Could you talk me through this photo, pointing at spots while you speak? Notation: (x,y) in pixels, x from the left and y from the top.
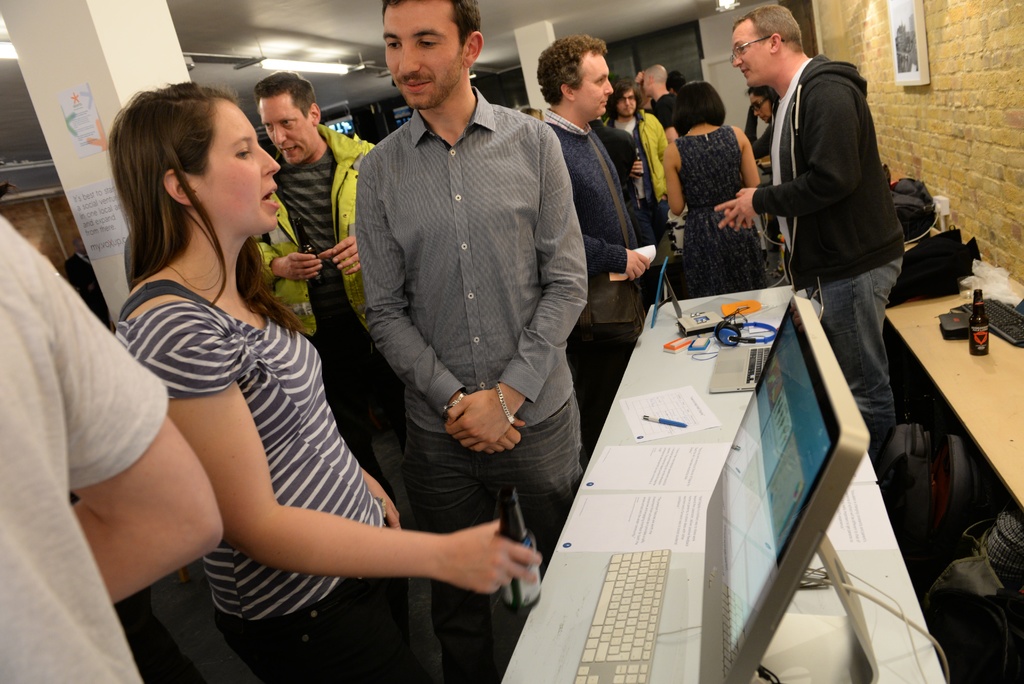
In this image we can see a group of people (534,362) standing. In that some are holding the bottles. We can also see a table (656,325) beside them containing a monitor (724,653), keyboard (645,618), papers (673,531), headset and a pen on it. On the right side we can see a bottle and a keypad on the table (994,371). On the backside (964,171) we can see some pillars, a photo frame (893,53) to a wall (958,102) and some ceiling lights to a roof (378,58).
